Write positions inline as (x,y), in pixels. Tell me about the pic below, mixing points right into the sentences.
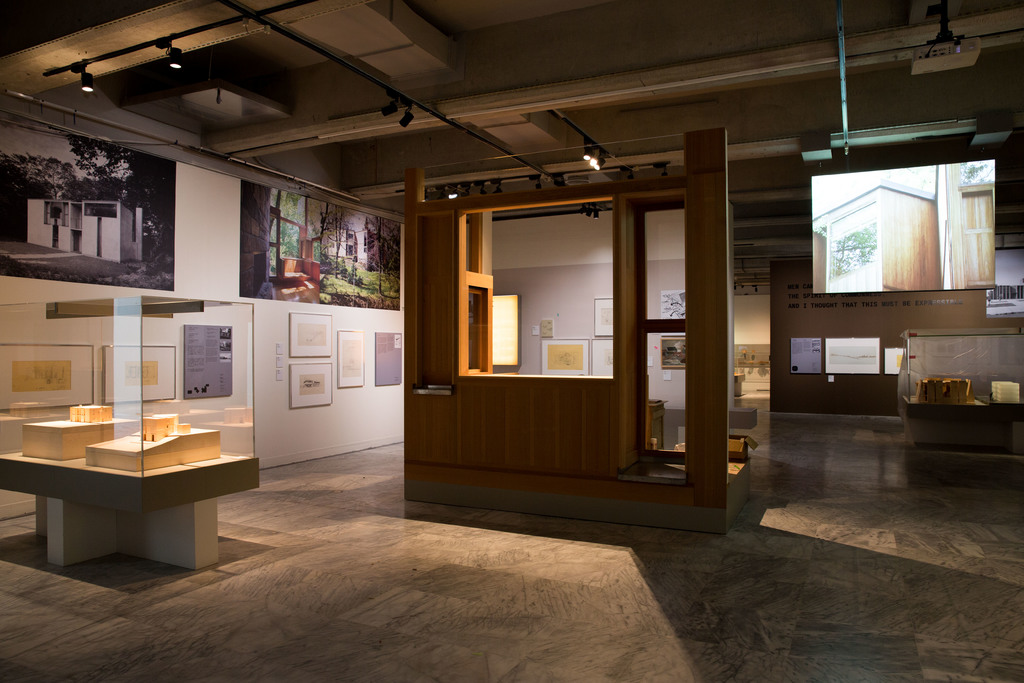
In this picture we can see a glass object (110,401) and a wooden item (510,405). Behind the glass object (144,359) there is a wall (109,255) with photos (171,244) and other things (194,353). At the top (87,76) there are lights (89,75).
